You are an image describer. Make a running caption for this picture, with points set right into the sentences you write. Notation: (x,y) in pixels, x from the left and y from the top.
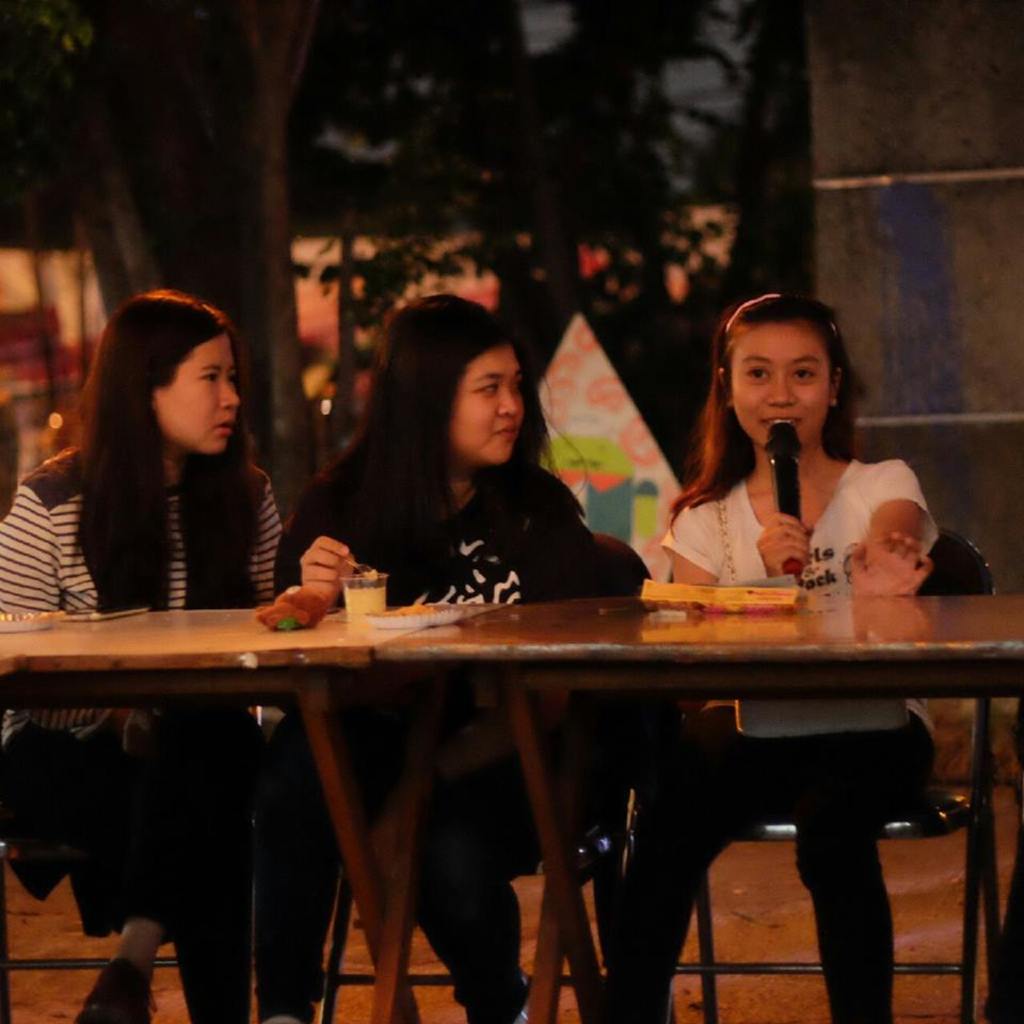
On the background (492,114) we can see trees (241,143). Here we can see three women (519,518) sitting on chairs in front of a table (415,635) and on the table (473,643) we can see plate (429,624) of food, juice (348,590) in a glass (379,604), a box (704,603). This woman (790,530) is talking in a mic (794,515).
